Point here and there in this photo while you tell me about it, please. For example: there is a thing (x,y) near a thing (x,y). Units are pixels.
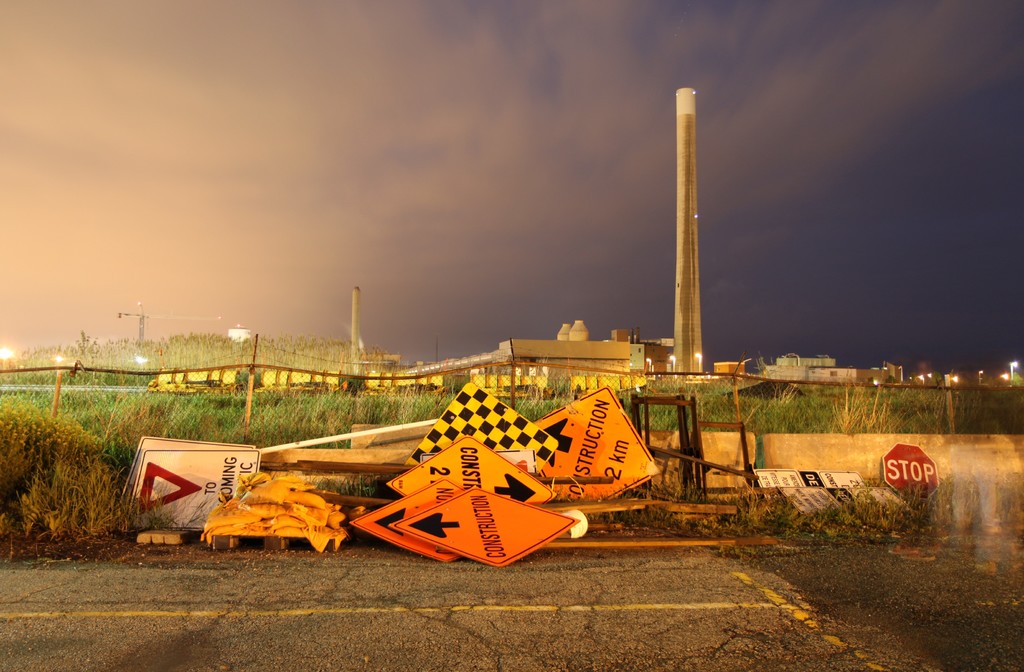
In the foreground of the image (642,546) we can see group of sign boards (429,509) and bags (287,509) placed on the ground (839,540). In the center of the image (540,400) we can see a fence (498,395) and a group of plants (162,425), a building (554,359) with a tower (696,266), crane (140,325) and some lights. In the background (487,216), we can see the sky (468,155).
